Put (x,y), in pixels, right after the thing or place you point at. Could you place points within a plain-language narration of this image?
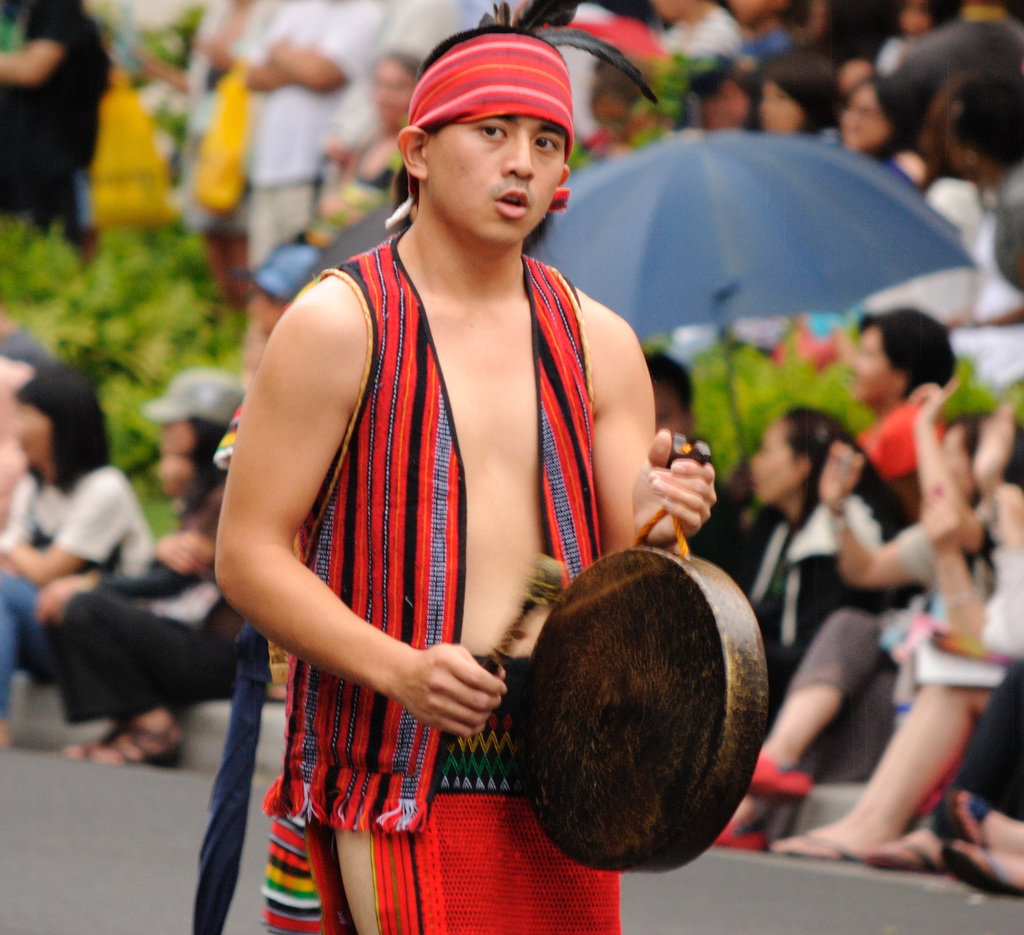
A man (443,911) is playing gong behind him there are many people (77,125), plants (155,290) and an umbrella (756,264).
